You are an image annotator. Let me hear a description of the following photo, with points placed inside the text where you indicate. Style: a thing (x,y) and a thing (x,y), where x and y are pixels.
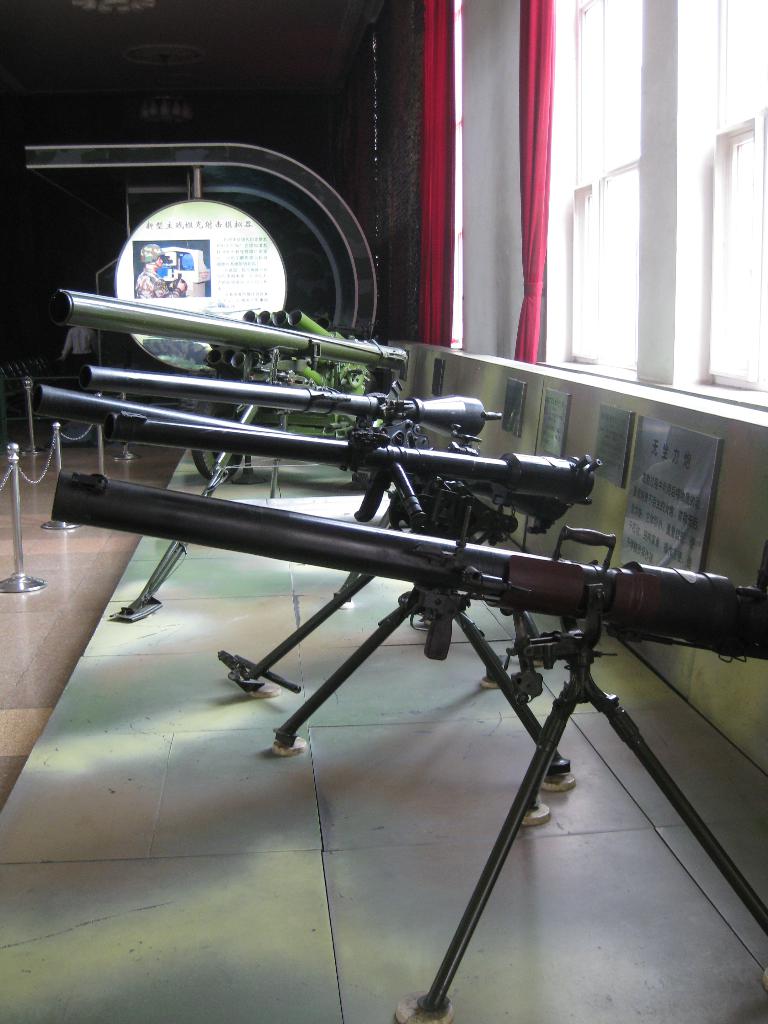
In this image we can see some rifles (410,453) on the stands (350,592) which are placed on the surface (323,573). We can also see some boards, metal poles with chains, windows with curtains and a wall (493,218).
